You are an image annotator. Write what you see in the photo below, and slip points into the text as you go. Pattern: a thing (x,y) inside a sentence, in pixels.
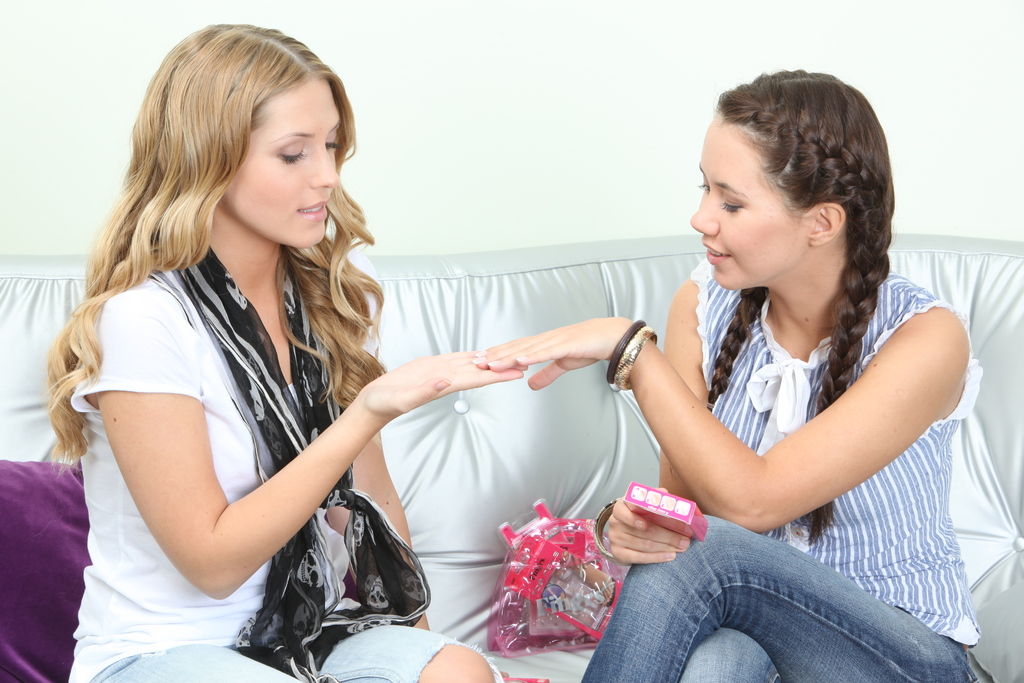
In this picture we can see there are two women (390,571) sitting on a couch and a woman (744,523) is holding an object (704,535) and on the couch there is a cushion (47,584) and some things (558,560). Behind the people (203,372) there is a wall (452,201).
